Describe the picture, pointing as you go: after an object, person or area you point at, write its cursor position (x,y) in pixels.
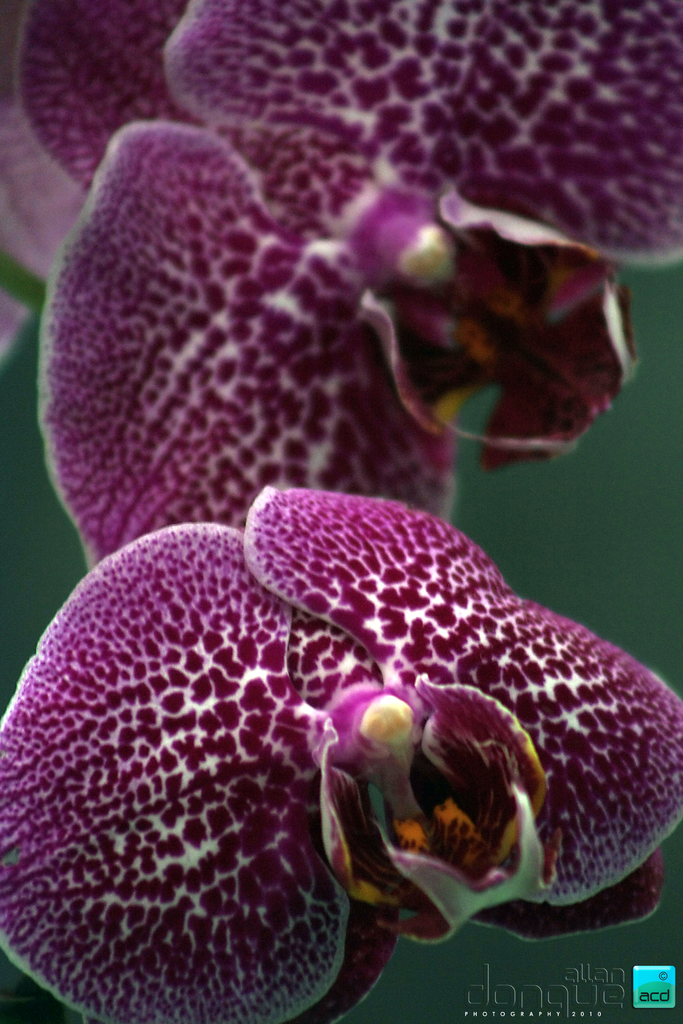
In the image there are purple flowers (359,580) with white design (257,670) over it.
